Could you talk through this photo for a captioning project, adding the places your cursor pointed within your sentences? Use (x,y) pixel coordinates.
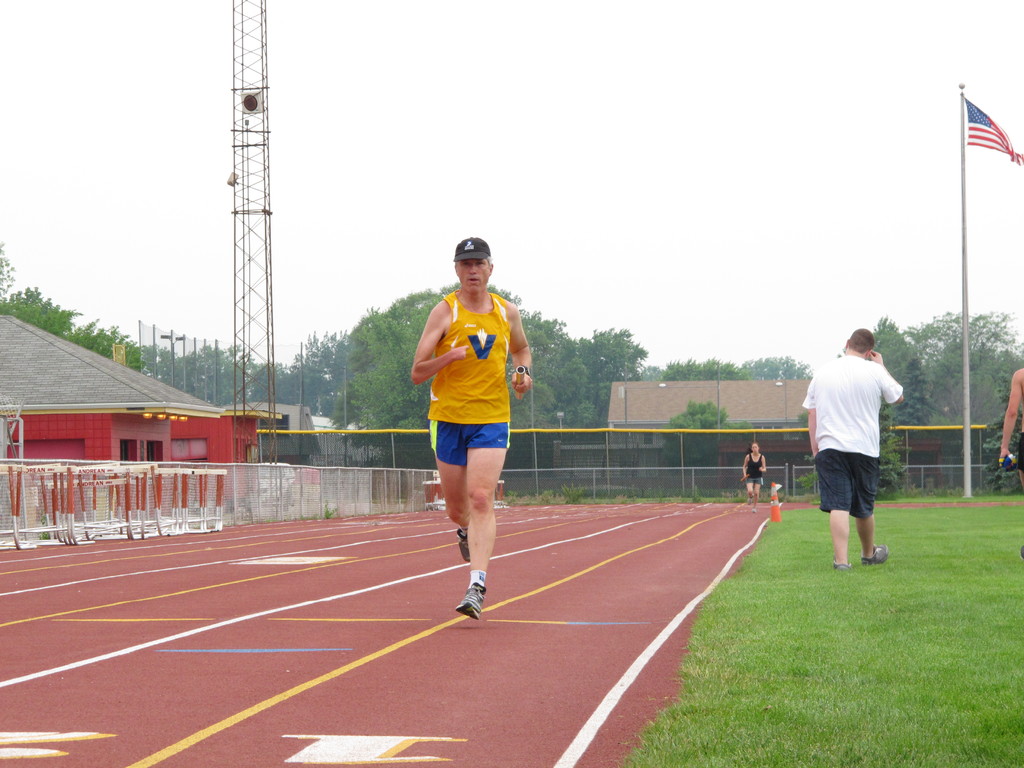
In this image I can see the group of people (842,521) with different color dresses (500,374). I can also see the traffic cone (778,519) to the side of these people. To the right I can see the flag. To the left (126,492) I can see some objects (187,475) and the railing (587,468). In the background (562,374) I can see the houses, many trees (573,345) and the sky (493,103).
